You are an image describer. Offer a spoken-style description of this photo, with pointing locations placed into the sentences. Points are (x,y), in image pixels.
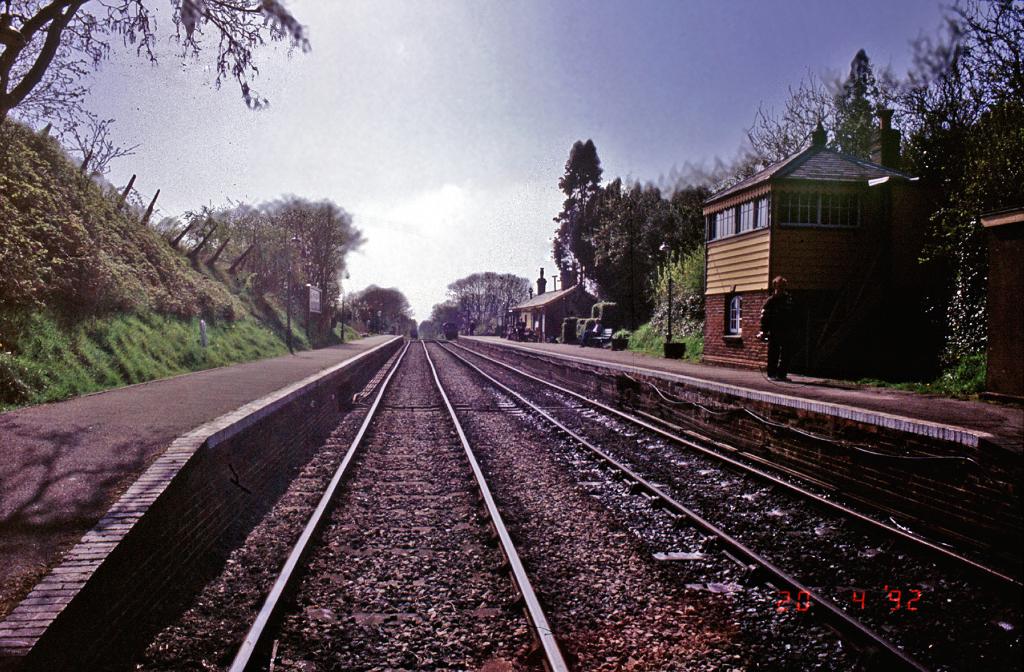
In this image I can see few railway tracks (479,475) on the ground (667,452) and two platforms (182,397) on both sides of the ground (641,438). I can see a person (777,361) standing on the platform (732,368), a building (732,270), few poles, a board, few trees (274,283) and in the background (329,301) I can see a station (517,314), few trees (477,285) and the sky (506,252).
